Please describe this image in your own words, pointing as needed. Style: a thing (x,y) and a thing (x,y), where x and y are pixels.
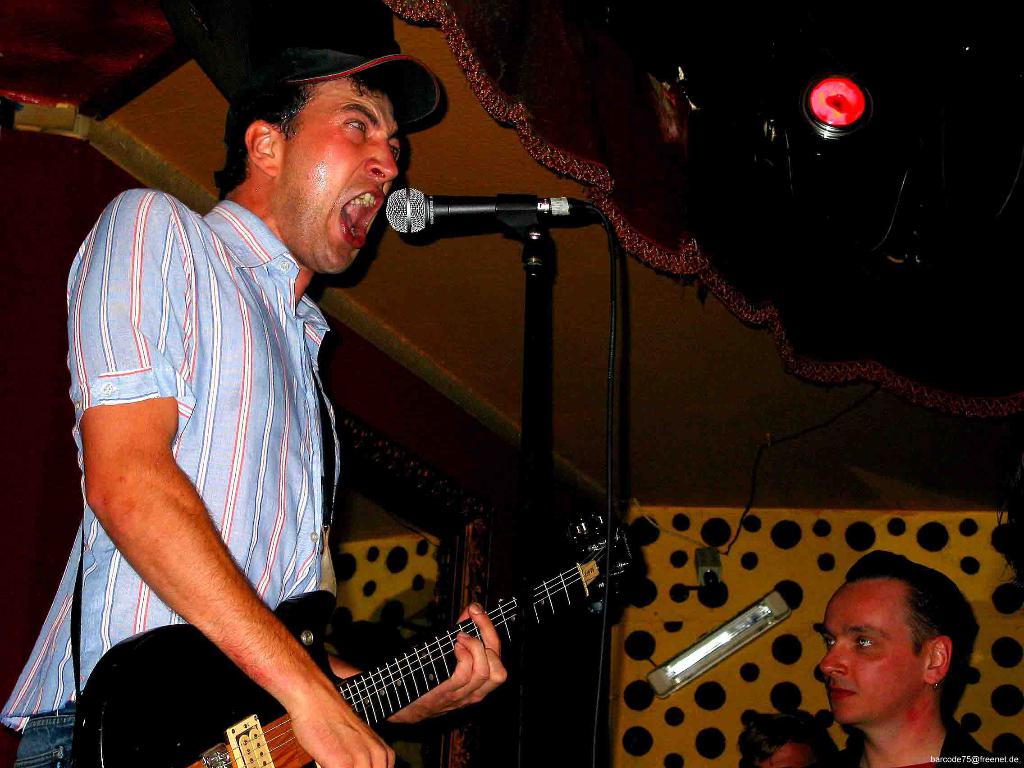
This picture shows a man (116,491) standing and singing with the help of a microphone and playing guitar (88,694) and we see a other man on the side and we see a curtain (586,137) on the roof (759,375) and a light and man (383,119) wore a blue colour shirt (121,349) with lines (210,389) on it
